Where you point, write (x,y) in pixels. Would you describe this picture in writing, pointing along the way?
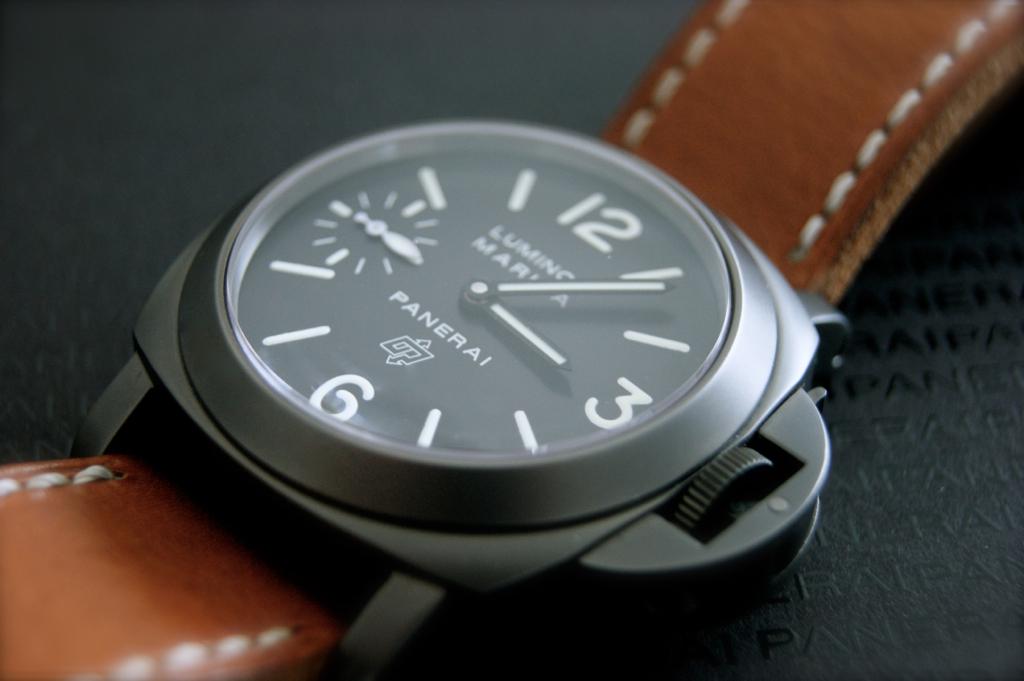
In the picture we can see a wrist watch (599,482) with a metallic frame (422,474) and leather belts (262,606) which are brown in color with stitches (239,648) on it and in the watch (281,553) we can see a name PANERAI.
